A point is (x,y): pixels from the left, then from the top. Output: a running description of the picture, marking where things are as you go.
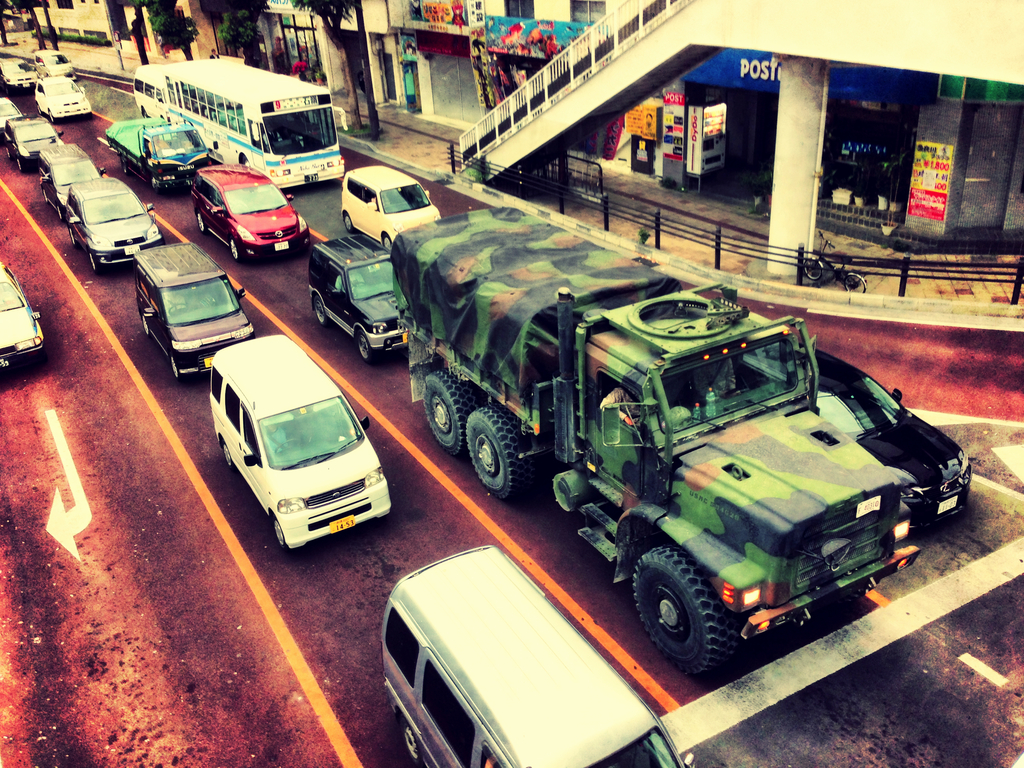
This picture shows few cars (364,461) and we see a bus (175,92) and a truck (525,376) on the road (169,413) and we see few stores (490,34) and trees (145,5) and we see a bicycle (849,282) and we see stairs (558,137).
